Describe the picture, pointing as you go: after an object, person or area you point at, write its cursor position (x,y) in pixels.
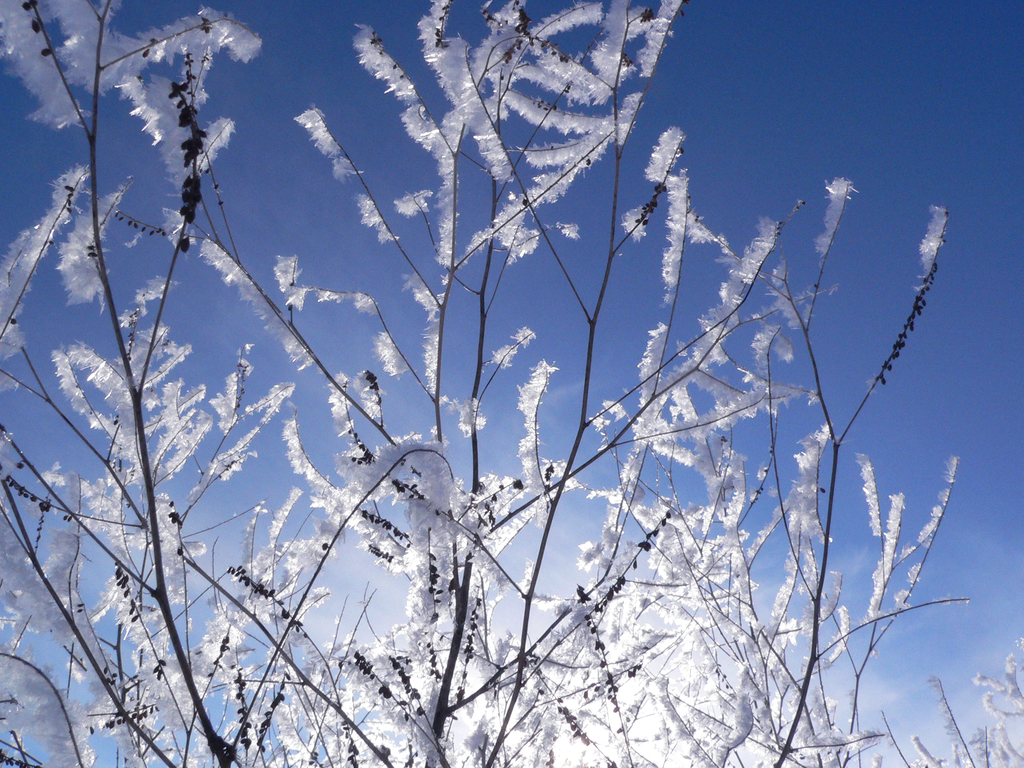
In this image, we can see a tree (437,647) with hoar frost (471,540) and in the background (781,122), there is a sky (845,134).
